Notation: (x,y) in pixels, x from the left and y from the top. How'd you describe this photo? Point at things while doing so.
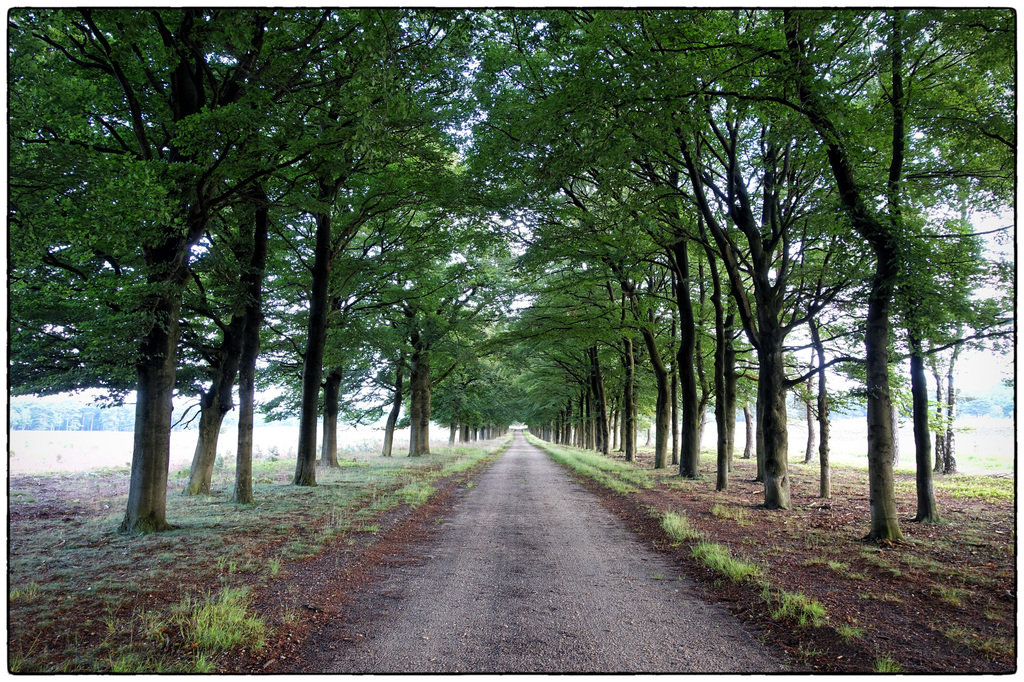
In the picture I can see a way (549,488) and there are few trees (308,402) on either sides of it.
